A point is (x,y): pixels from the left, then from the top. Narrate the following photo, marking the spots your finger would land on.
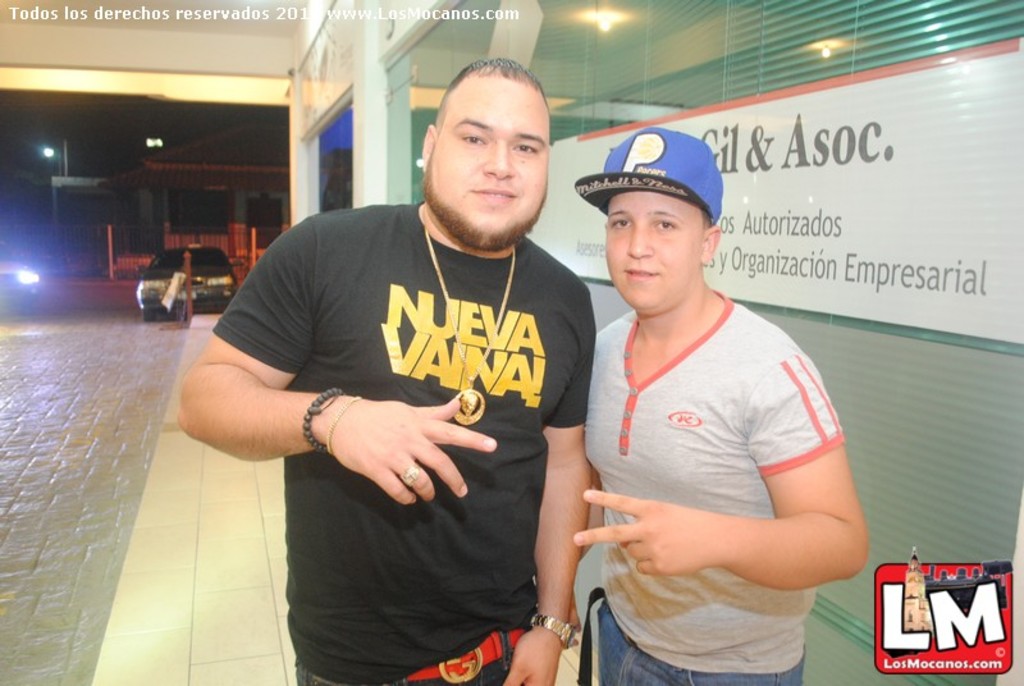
In this picture there are two men (615,256) in the center of the image (358,318) and there are cars (141,291) on the left side of the image (223,292), there is a glass door (555,59) on the right side of the image (774,128).
